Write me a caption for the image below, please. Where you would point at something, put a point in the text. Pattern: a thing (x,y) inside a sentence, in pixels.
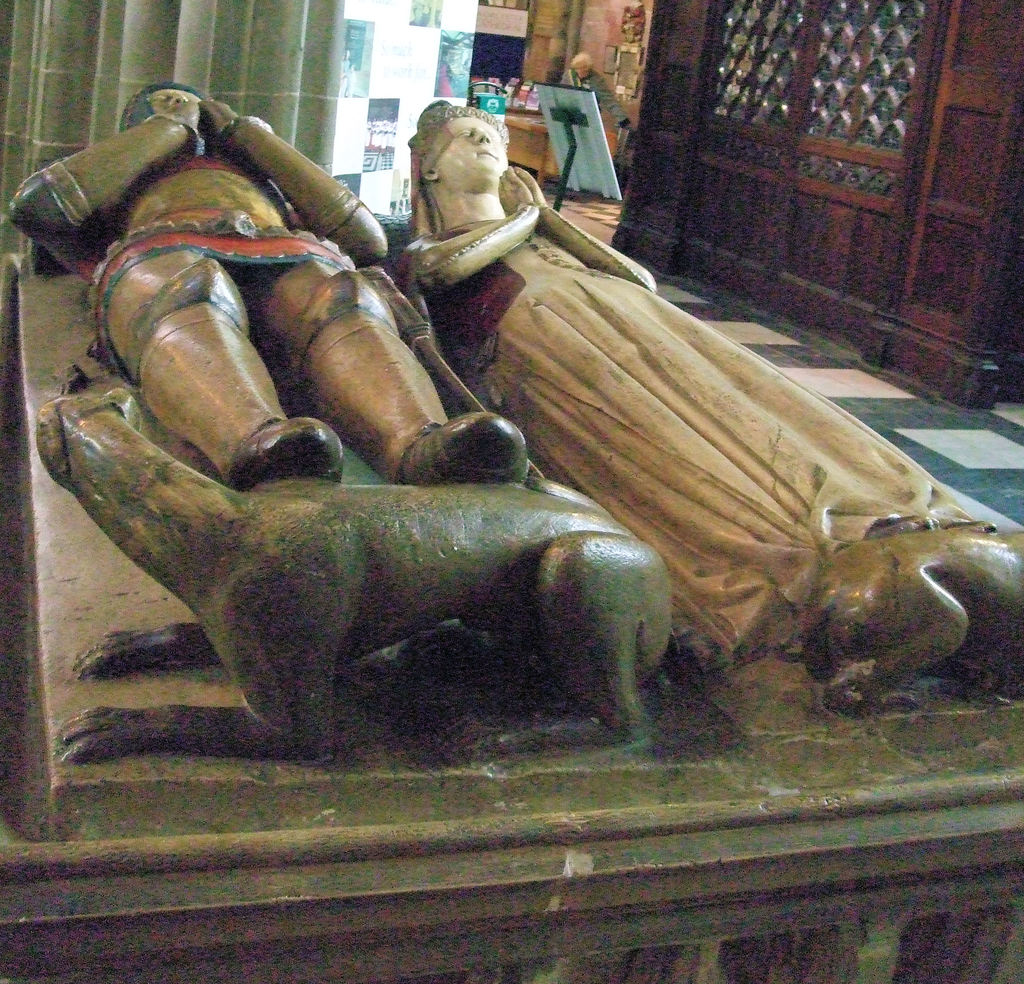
In this image there are sculptures (394,568) on a tomb (743,781). In the top left (95,42) there are pillars (206,34). In the top right (844,111) there is a wooden wall (870,149). Beside it there are a few objects (530,83).
